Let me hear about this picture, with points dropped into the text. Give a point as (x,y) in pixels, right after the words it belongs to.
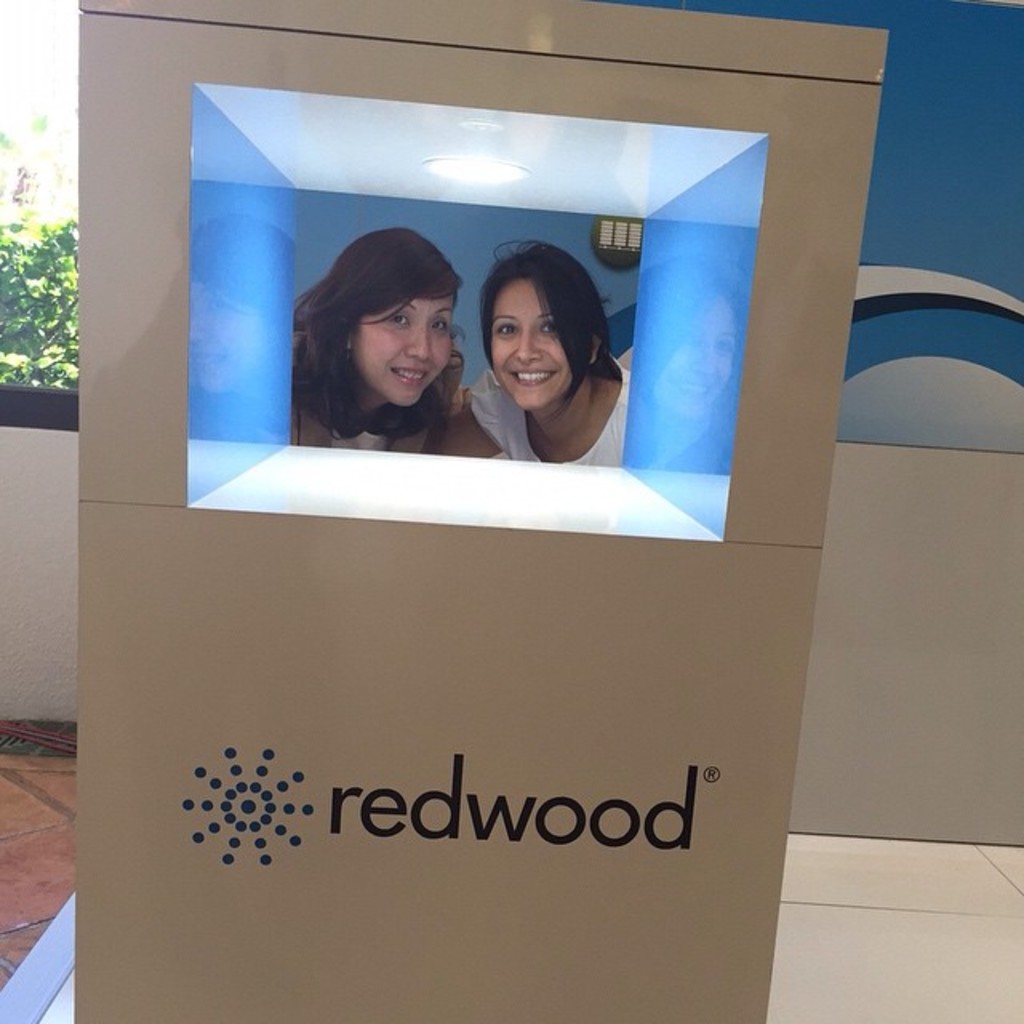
There is a box (193,820). On the box (349,848) something is written. There's a hole (216,416) on the box (644,482). Through that we can see two ladies (390,344). In the back (879,546) there is a wall (856,337). On the left side (27,281) there are leaves (41,340).
